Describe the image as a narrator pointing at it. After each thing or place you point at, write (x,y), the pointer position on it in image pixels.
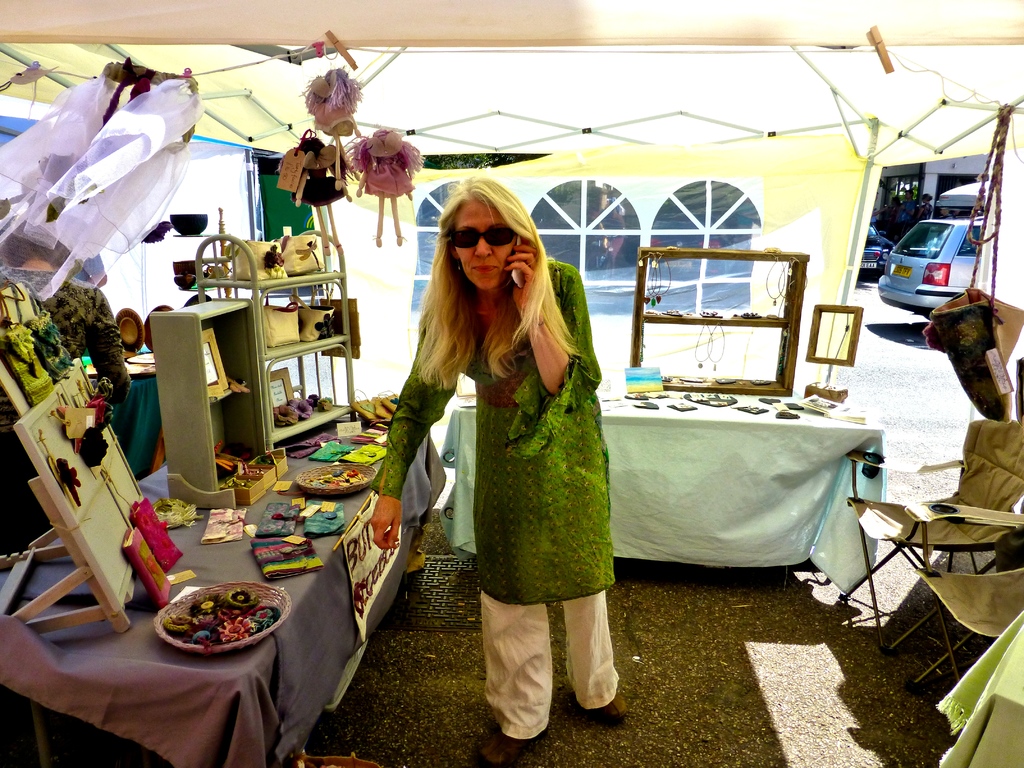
In the foreground of this image (524,247), there is a woman (516,516) standing and holding a mobile (519,273). On the left (95,494), there is a board (51,495), few man made items (95,450), shelves (207,418), clothes (121,168) and dolls (339,142) hanging at the top (317,198) and few more objects (325,502) on the table (419,493). Behind her, there are few ornaments (715,318), mirror (809,358) and a wooden shelf (790,324) on the table (757,443). On the right (1003,484), there are chairs (1006,484), a bag (1000,330) and a green color cloth (999,727) in the right bottom corner (991,745). In the background (975,283), there are few people (927,202) and few vehicles (901,241). At the top (675,32), it seems like a tent (420,35).
